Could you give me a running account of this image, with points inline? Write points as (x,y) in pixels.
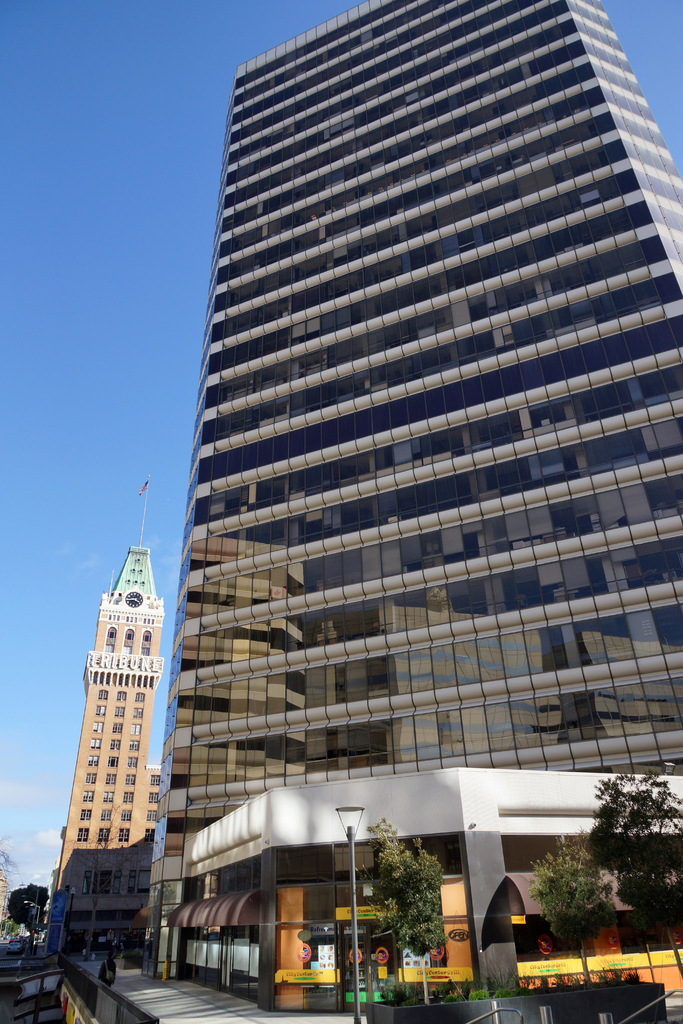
In this image we can see there are buildings (153,952) and a flag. And there are trees (389,869), grass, fence (87,997), board (53,938), pole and the sky (122,405).
